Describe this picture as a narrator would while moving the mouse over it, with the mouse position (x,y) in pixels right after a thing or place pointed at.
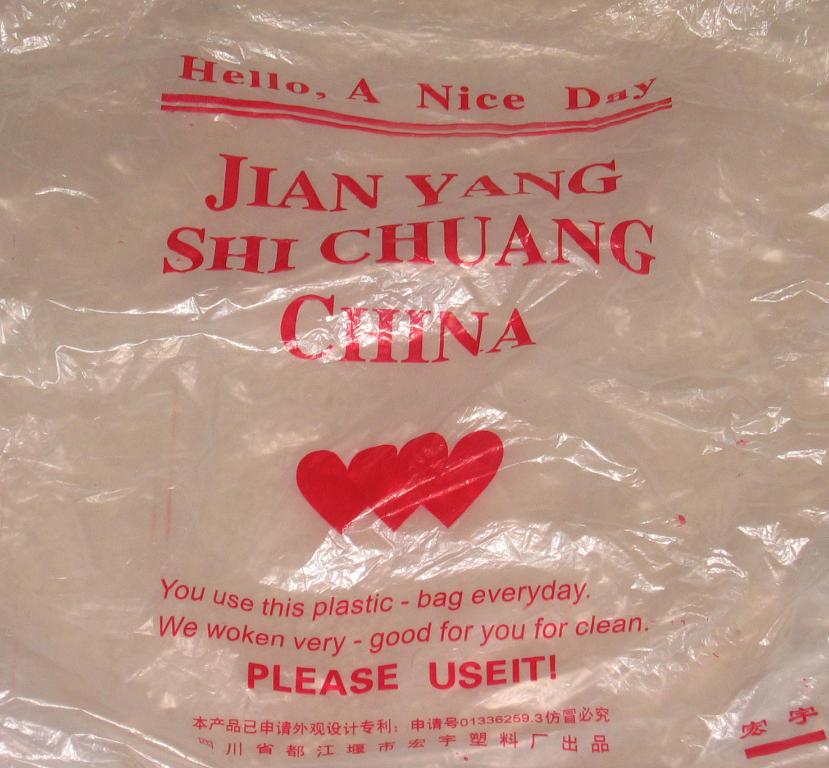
In this picture we can see a polythene cover (317,363) and on the cover (327,380), it is written with red color and there are heart shape symbols (383,515) on it.
